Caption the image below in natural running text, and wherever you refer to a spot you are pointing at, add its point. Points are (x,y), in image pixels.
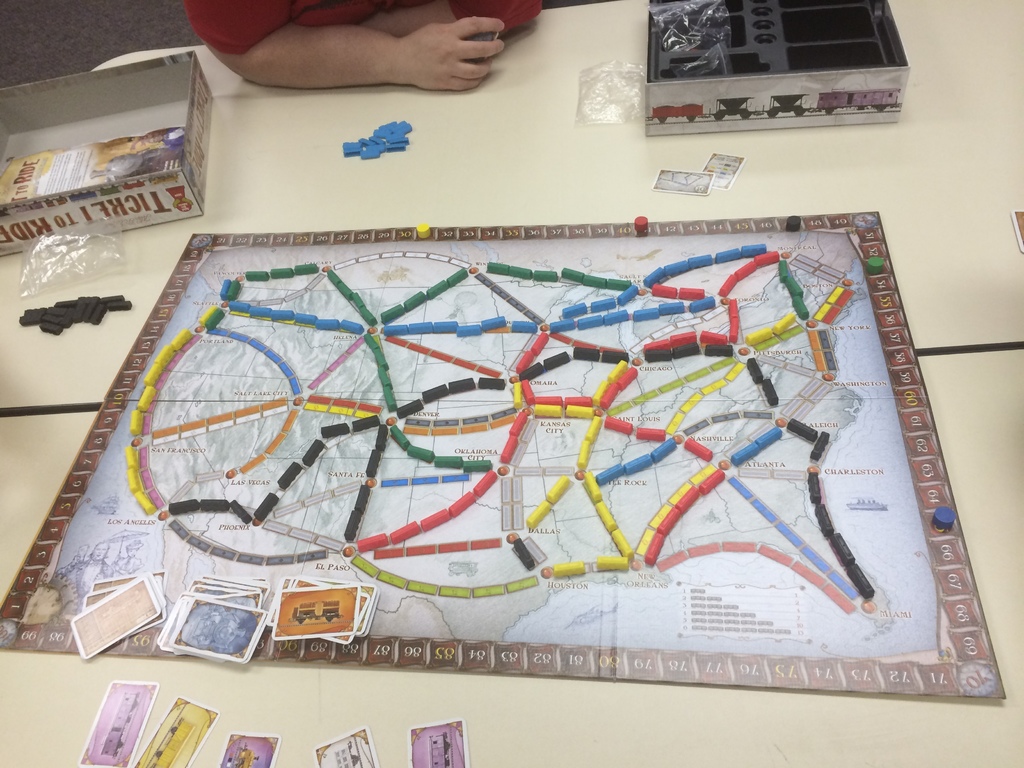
In this image I can see the cream color table (599,208). On the table (475,169) I can see the boxes (774,125), board (463,403) which is in colorful and cards (244,642). To the side I can also see the black and blue color objects (81,304) and also person's hand (428,29).
